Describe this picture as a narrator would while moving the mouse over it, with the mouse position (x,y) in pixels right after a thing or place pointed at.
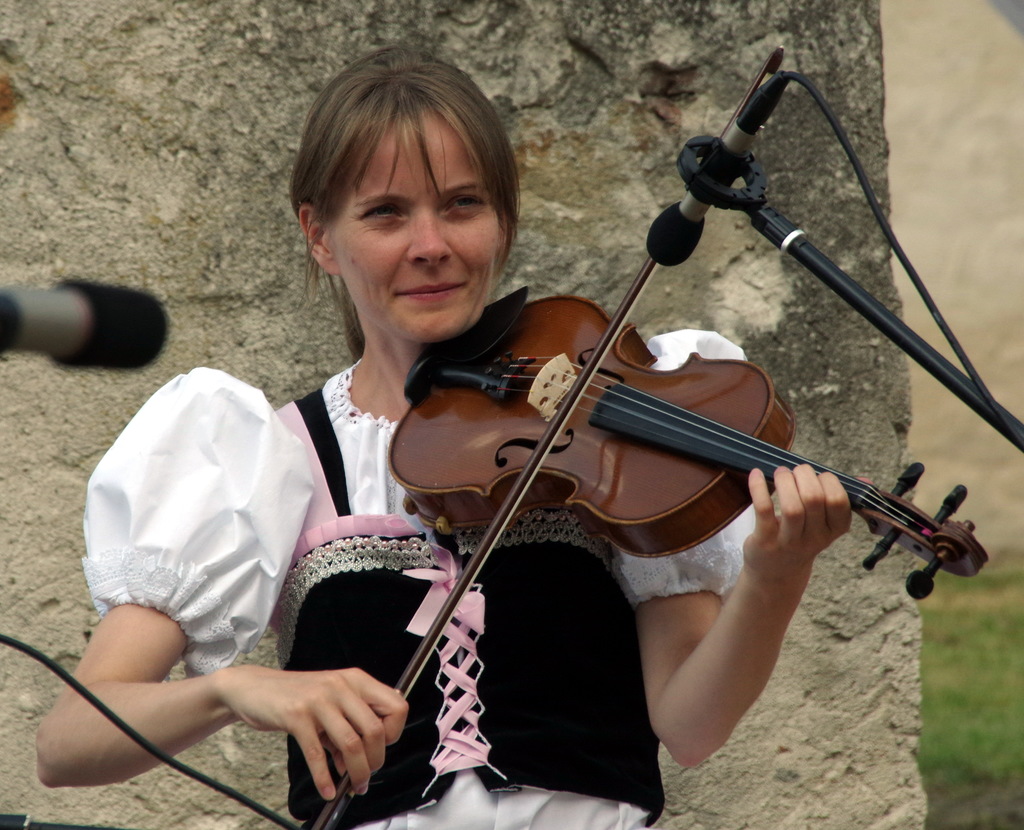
In this picture we can see woman (402,154) smiling and holding violin (609,414) in her hands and in front of her we can see mic (750,191) and in the background (573,42) we can see wall (957,481), grass (951,606).
